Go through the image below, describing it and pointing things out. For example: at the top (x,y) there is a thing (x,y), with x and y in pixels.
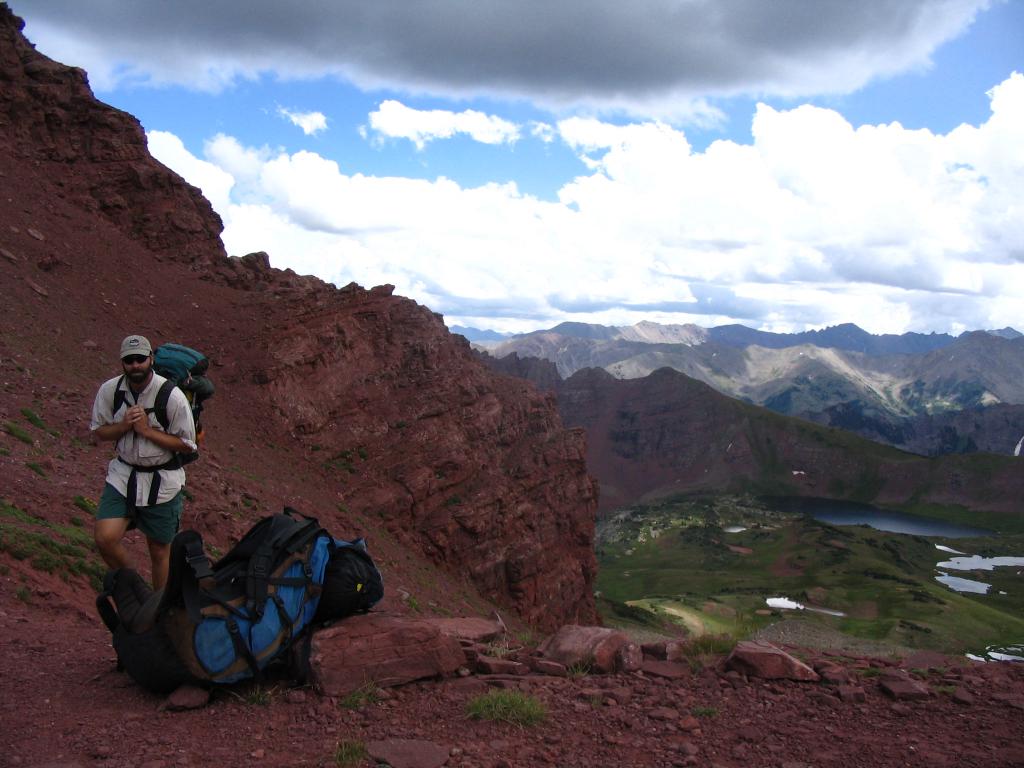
In this image on the left (133,473), there is a man (150,543). He wears a shirt (142,480), trouser (141,510), bag (187,389), cap (140,353). At the bottom (243,602) there are bags (284,588), grassland (889,537), hills (821,448), water (903,532). At the top (566,108) there are sky (561,166) and clouds (844,254).
